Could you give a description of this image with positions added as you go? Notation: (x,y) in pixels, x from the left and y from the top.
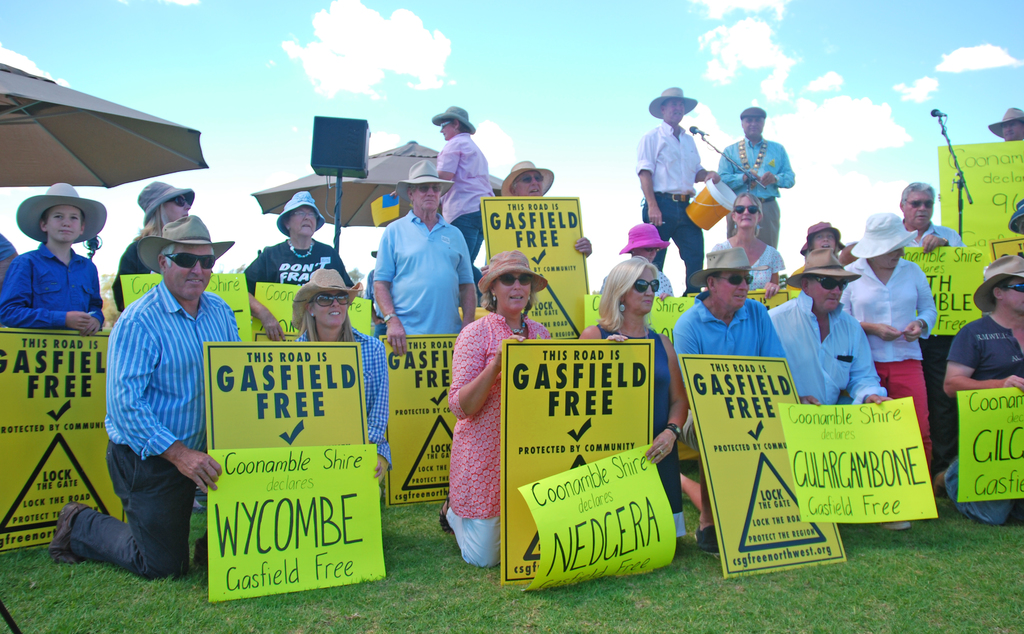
In the center of the image (441,278) we can see many persons (38,278) on the grass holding boards (610,488). In the background (631,248) we can see mics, persons (434,175), speaker (329,154), umbrellas (389,156), sky (484,71) and clouds (337,55).
